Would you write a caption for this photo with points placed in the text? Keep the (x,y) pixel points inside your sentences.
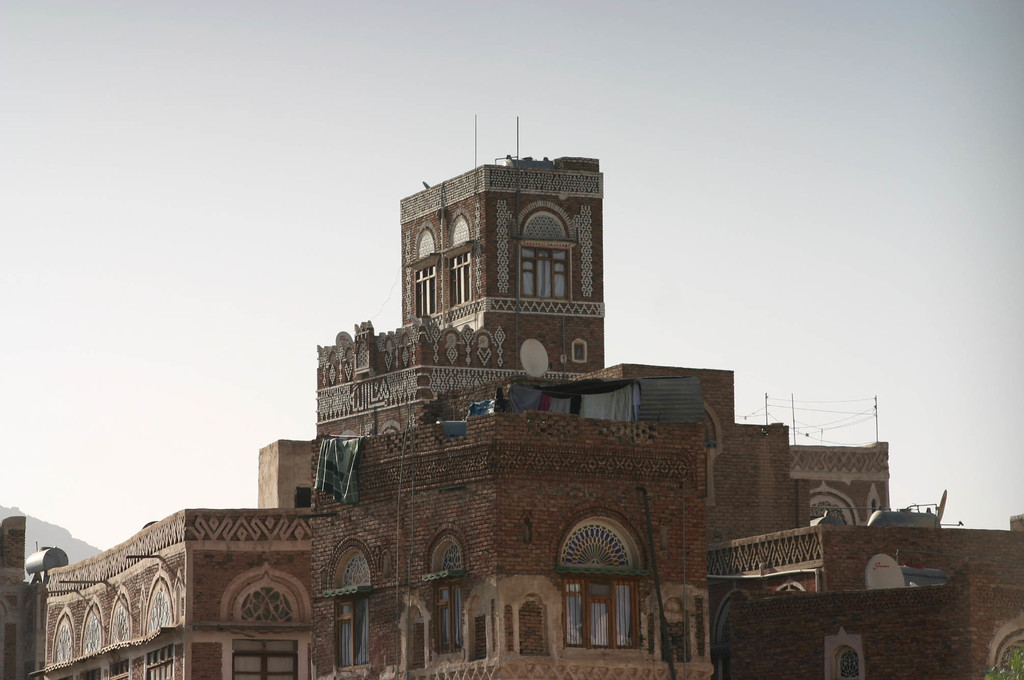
In the foreground of this image (407,527), there are buildings (555,491). At the top (400,177), there is the sky (432,136).
